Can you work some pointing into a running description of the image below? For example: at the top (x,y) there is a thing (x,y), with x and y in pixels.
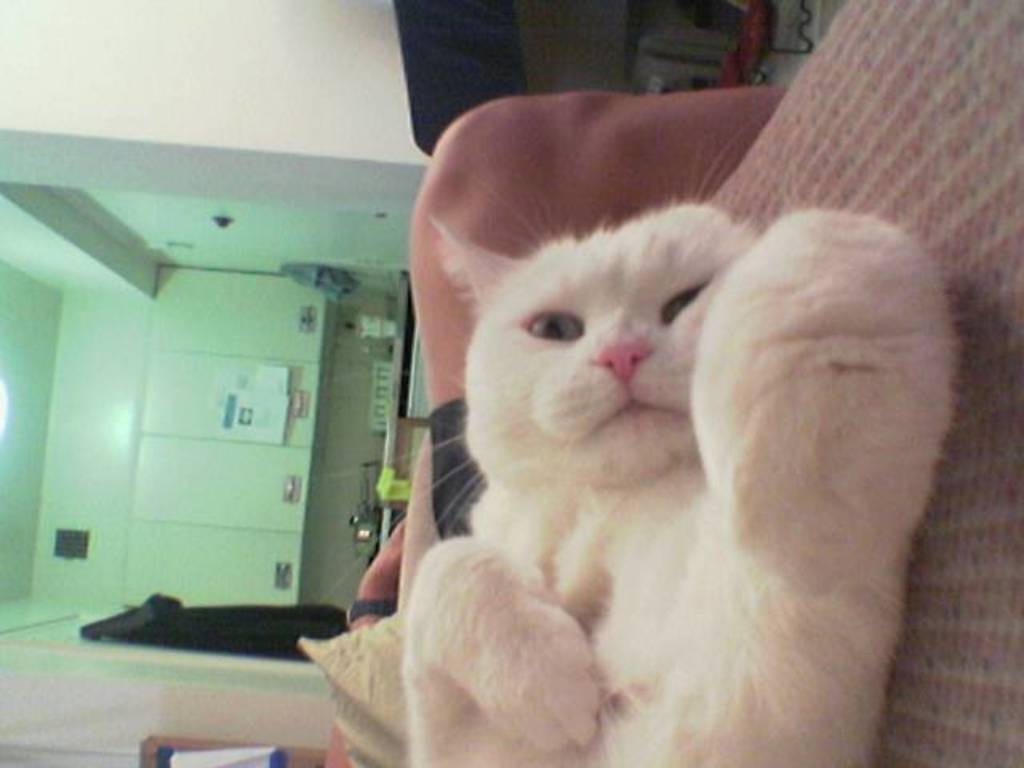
In this image there is a cat (599,606) in the front (712,603) which is white in colour on the sofa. In the background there is a man (372,618) sitting on the sofa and there are wardrobes (219,462) on the wall (386,353). On the platform (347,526) there is a white colour object (381,395). On the wall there is a cloth (171,634) hanging which is black in colour.
